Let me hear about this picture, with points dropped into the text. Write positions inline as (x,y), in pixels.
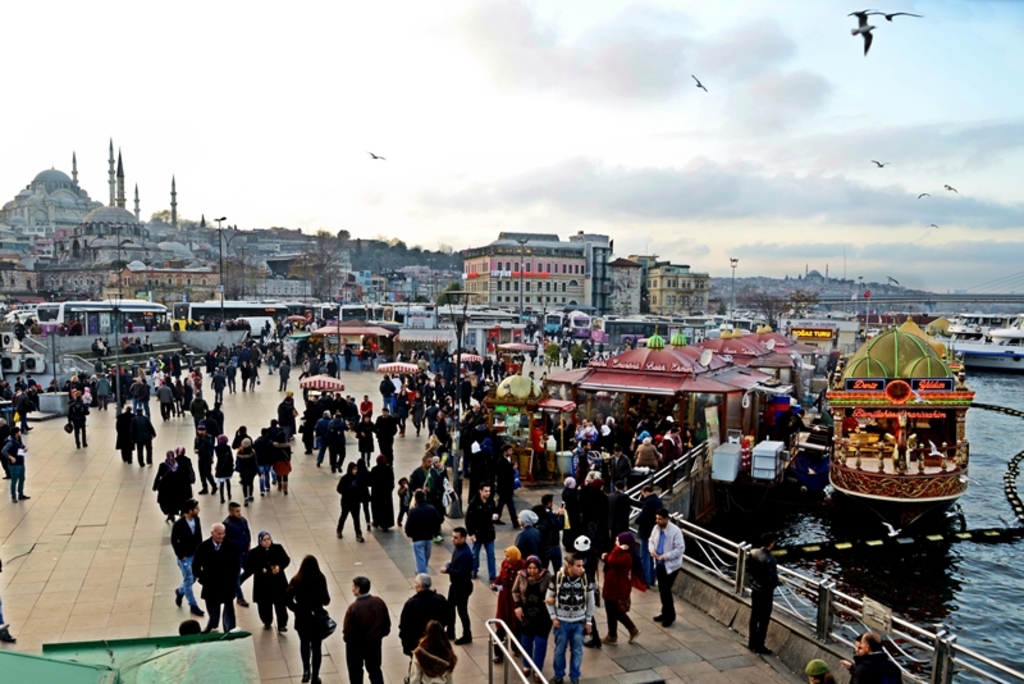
In this image there are group of persons (491,518) standing and walking. In the background (529,275) there are buildings (672,296) and there are boats (975,351) and the sky (576,196) is cloudy and there are birds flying in the sky (873,142). On the right side (980,457) there is water (990,507).
